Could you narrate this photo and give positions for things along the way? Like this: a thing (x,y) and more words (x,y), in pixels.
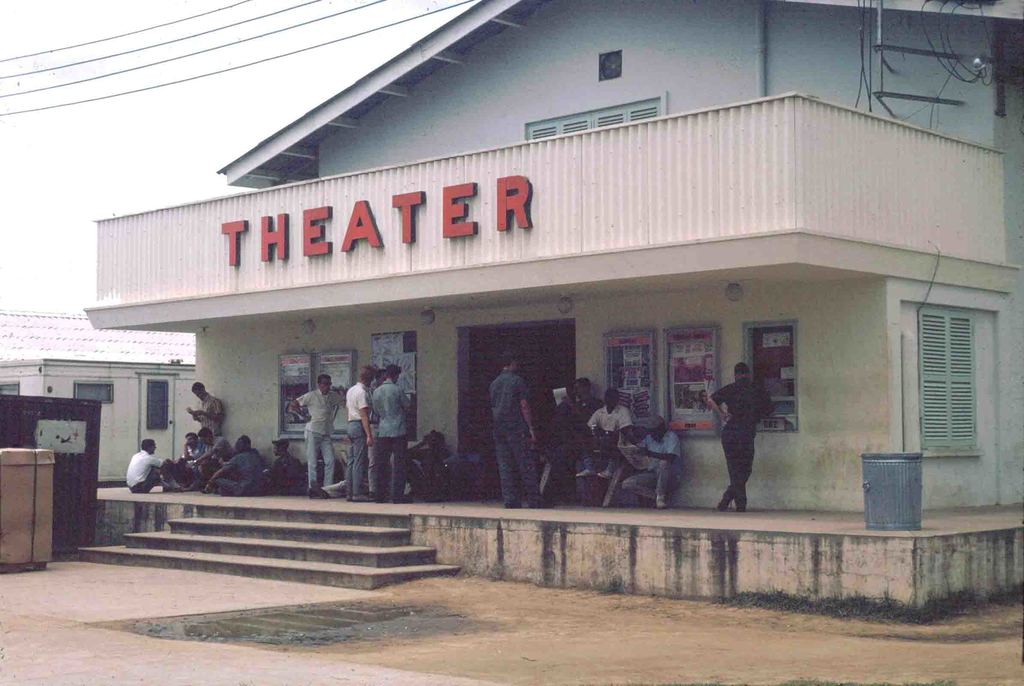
In this picture I can see group of people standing and sitting. There are buildings (274,357), boards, cables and some other objects (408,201), and in the background (184,174) there is the sky (284,81).
